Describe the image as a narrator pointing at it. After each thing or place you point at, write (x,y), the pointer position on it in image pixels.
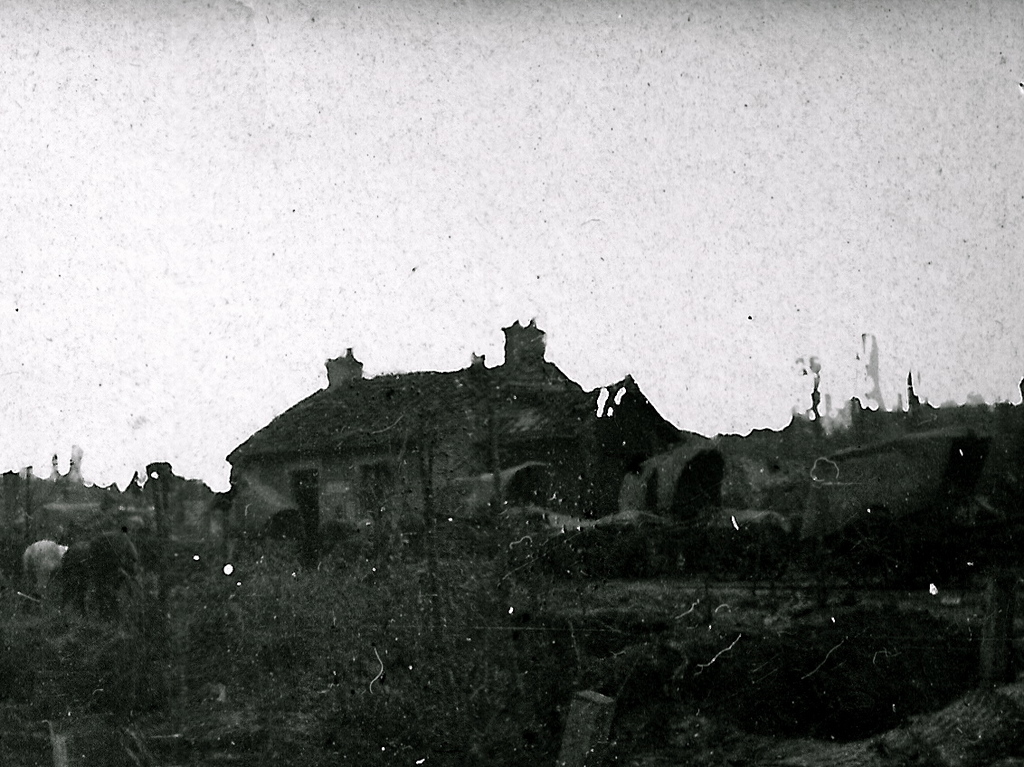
This part of the image is dark where we can see house (594,409), an animal (77,578) here and few more things (907,494). Here we can see the sky (322,186).
